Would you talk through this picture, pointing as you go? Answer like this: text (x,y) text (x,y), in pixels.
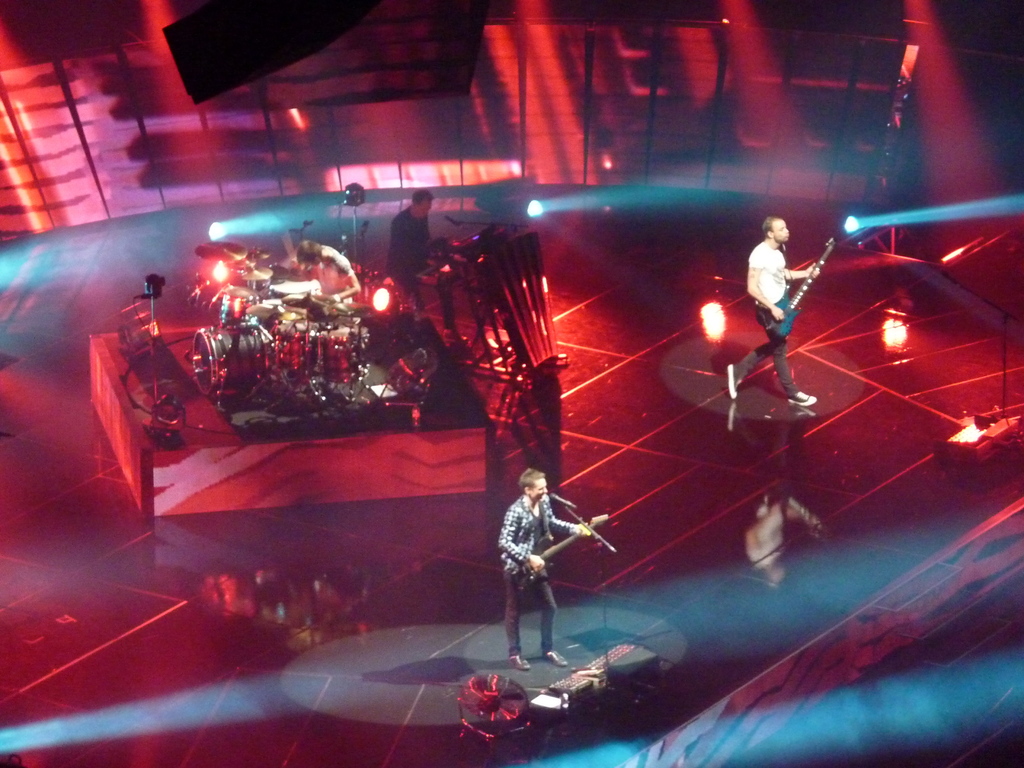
In the picture I can see two persons (802,273) playing guitar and there are two other persons (323,261) playing musical instruments (320,313) behind them and the background (316,114) is in red color.
